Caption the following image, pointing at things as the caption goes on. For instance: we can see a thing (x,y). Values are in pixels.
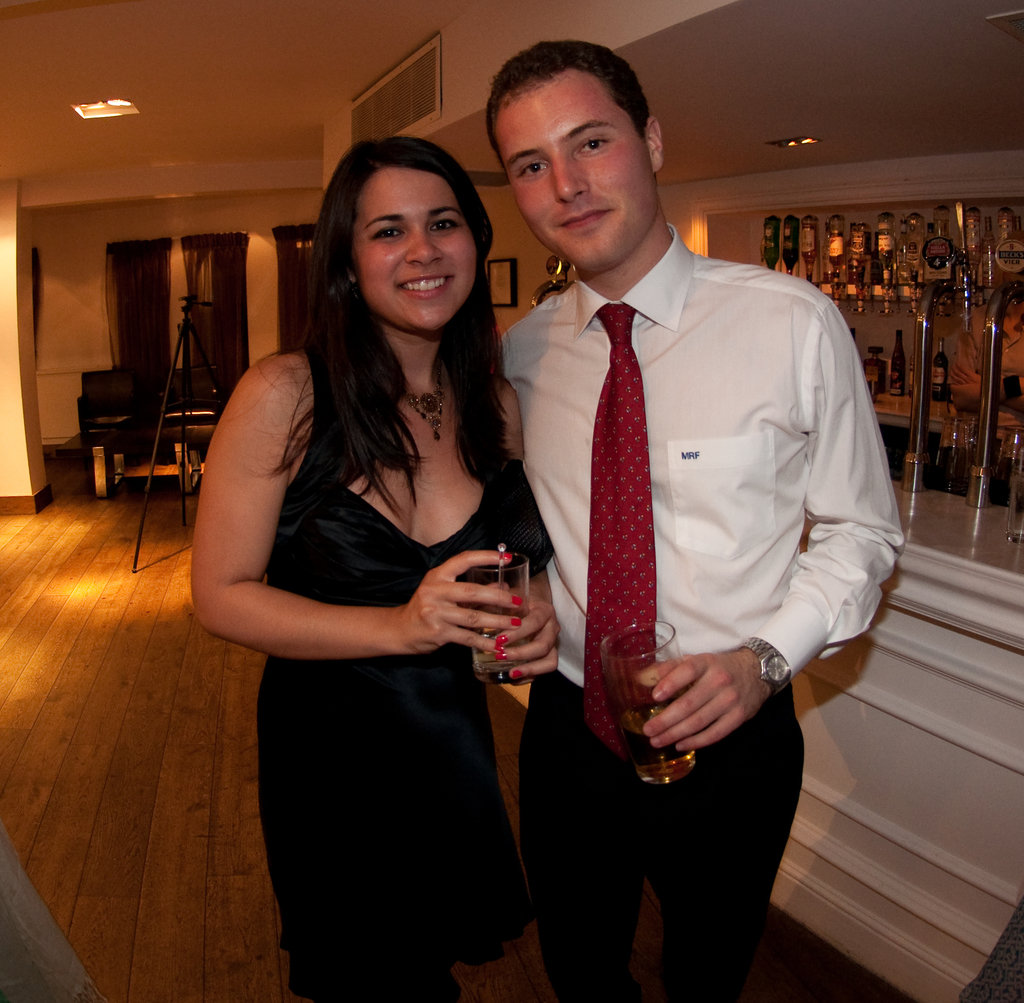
In the image in the center (371,410) we can see two persons (611,609) were standing and they were smiling, which we can see on their faces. And we can see they were holding wine glasses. In the background (823,219) there is a wall (272,292), roof (229,63), light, table (955,560), photo frame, curtain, stand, pillar (6,386), wine bottles (856,245) and few other objects (941,240).
